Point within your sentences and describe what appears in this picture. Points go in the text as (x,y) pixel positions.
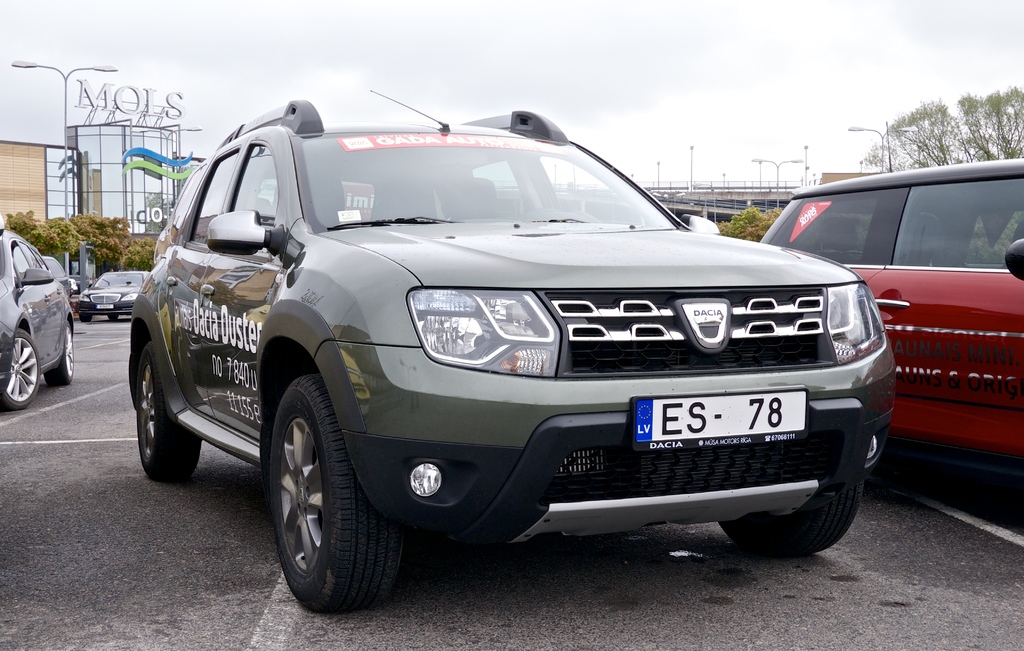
In this picture I see the road (204,467) in front (257,472) on which there are few cars (414,274) and I see something is written on this car (418,268) which is in the middle of this image (407,306). In the background (64,246) I see the trees (64,246), light poles (792,160) and the sky (506,37).
